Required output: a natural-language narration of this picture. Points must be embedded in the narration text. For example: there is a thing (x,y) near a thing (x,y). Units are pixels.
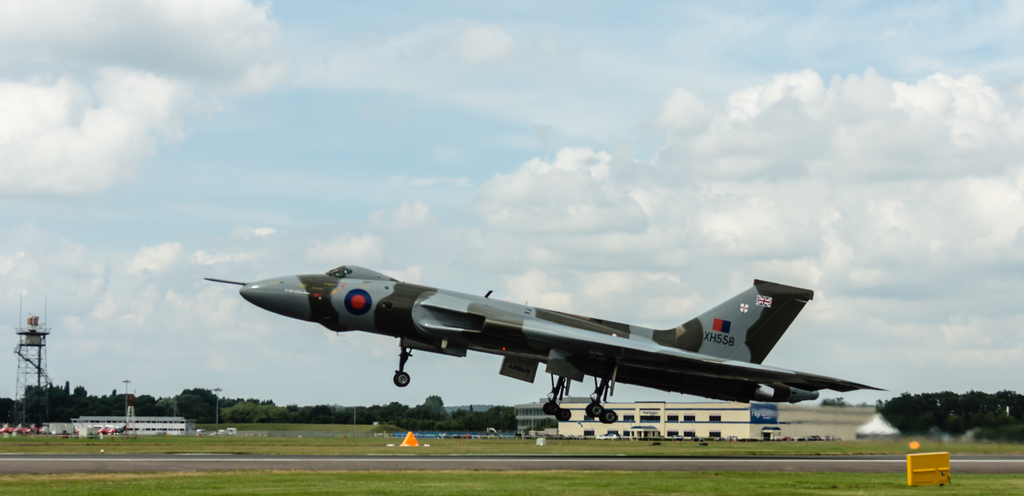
In this picture I can observe an airplane (492,343) flying in the air (379,343). In the bottom of the picture (351,462) I can observe runway (571,463). In the background (579,417) I can observe building (749,412), trees (342,409) and some clouds (713,186) in the sky (673,194).
